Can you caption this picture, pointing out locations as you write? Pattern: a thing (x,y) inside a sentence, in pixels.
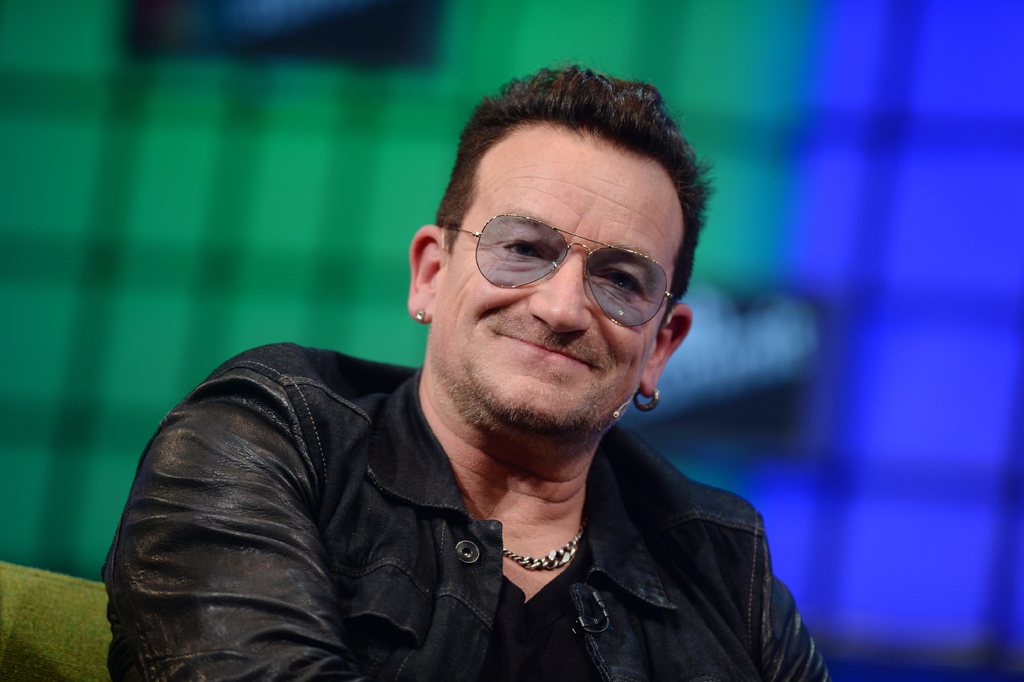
In this picture there is a man (454,569) wearing black color jacket (431,545) and sunglasses (614,317) sitting on the sofa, smiling and giving a pose into the camera. Behind there is a green and blue color background (456,97).
